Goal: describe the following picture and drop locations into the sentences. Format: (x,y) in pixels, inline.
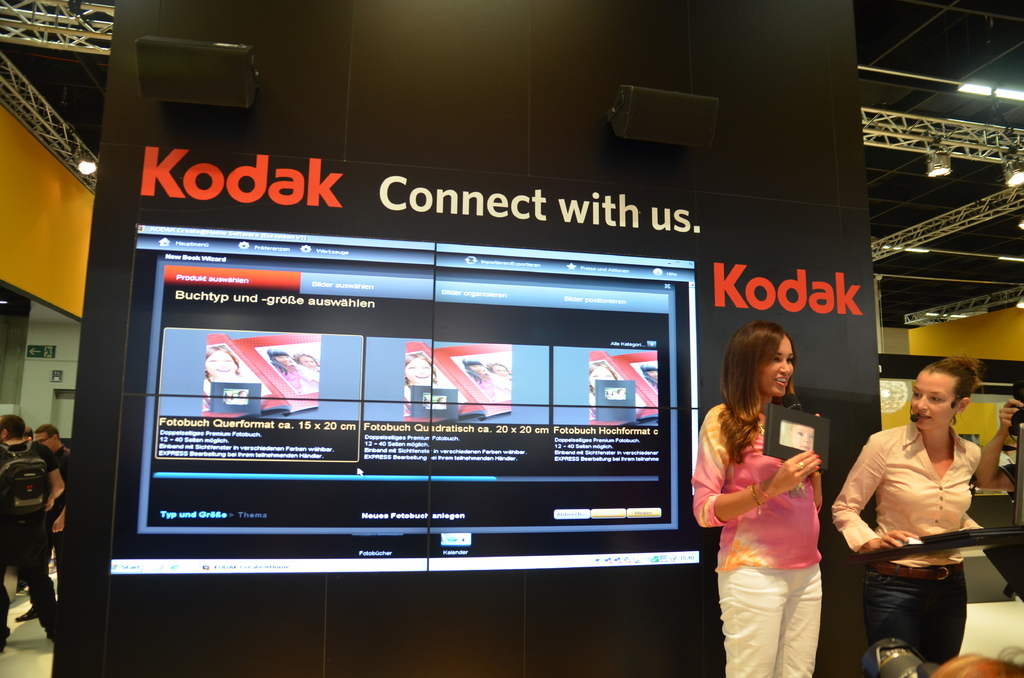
In this image in the front (768,535) there are persons (764,521) standing and holding objects (779,429) in their hands (812,465) which are black in colour and there is a woman (928,462) wearing a mic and speaking. In the center (364,322) there is a board (726,268) with some text (273,295) written on it and there are speakers (668,119) on the board (409,117). In the background (44,451) there are persons (27,475), there are lights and there are stands (963,311).
